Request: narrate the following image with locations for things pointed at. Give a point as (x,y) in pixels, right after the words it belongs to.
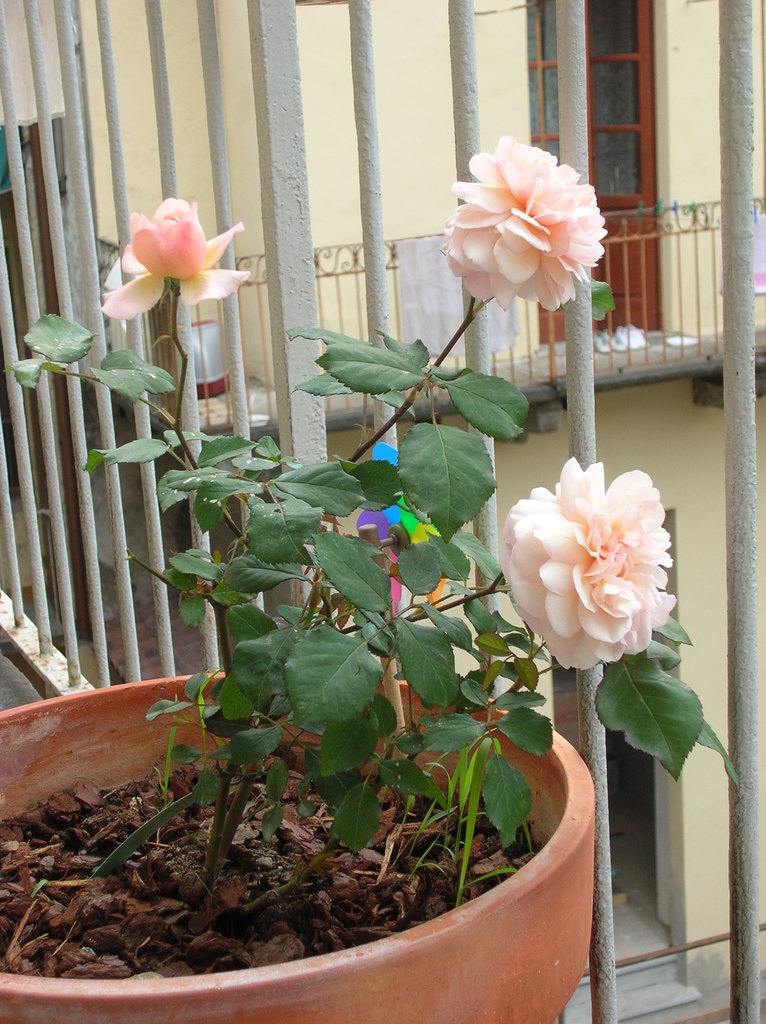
In this picture we can see a flower pot (370,983) and behind the flower pot (345,973) there are iron grills (310,575) and a wall (108,163) with a door (603,56).
